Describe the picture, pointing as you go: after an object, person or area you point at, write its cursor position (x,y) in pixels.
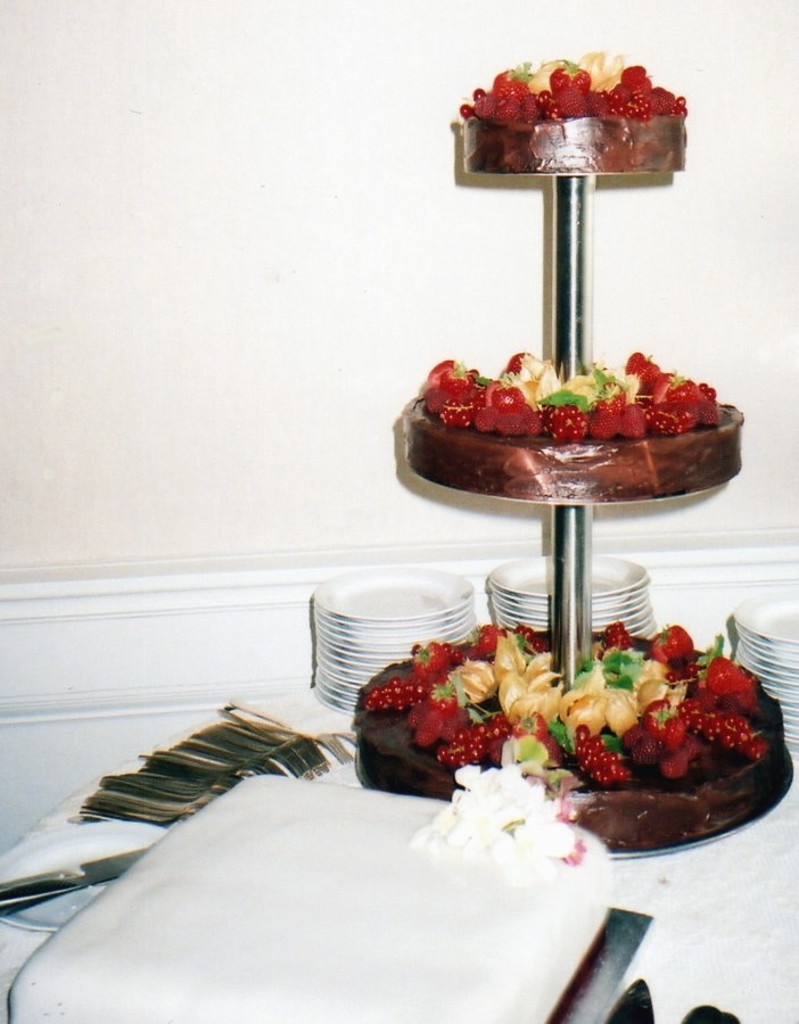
In this image I can see number of plates (375,651), number of forks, a knife (126,862) on this plate (108,832) and I can also see 3 layer cake (608,652). on this cake (532,436) I can see number of strawberries (433,378).
